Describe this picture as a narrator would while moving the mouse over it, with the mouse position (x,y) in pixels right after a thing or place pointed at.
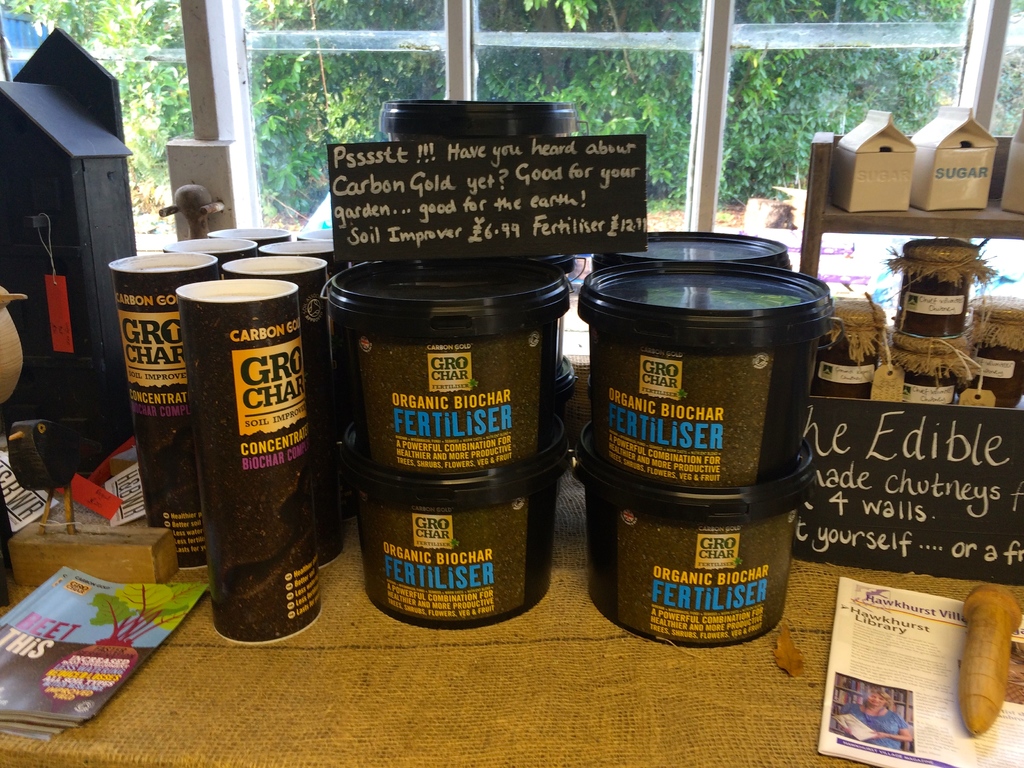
In this picture we can see there are plastic containers (511,451), boards (897,480), books (898,668) and some other objects (23,392). Behind the plastic container (529,279), there are glass windows (413,69). Behind the windows (354,69), we can see there are trees (634,73).
